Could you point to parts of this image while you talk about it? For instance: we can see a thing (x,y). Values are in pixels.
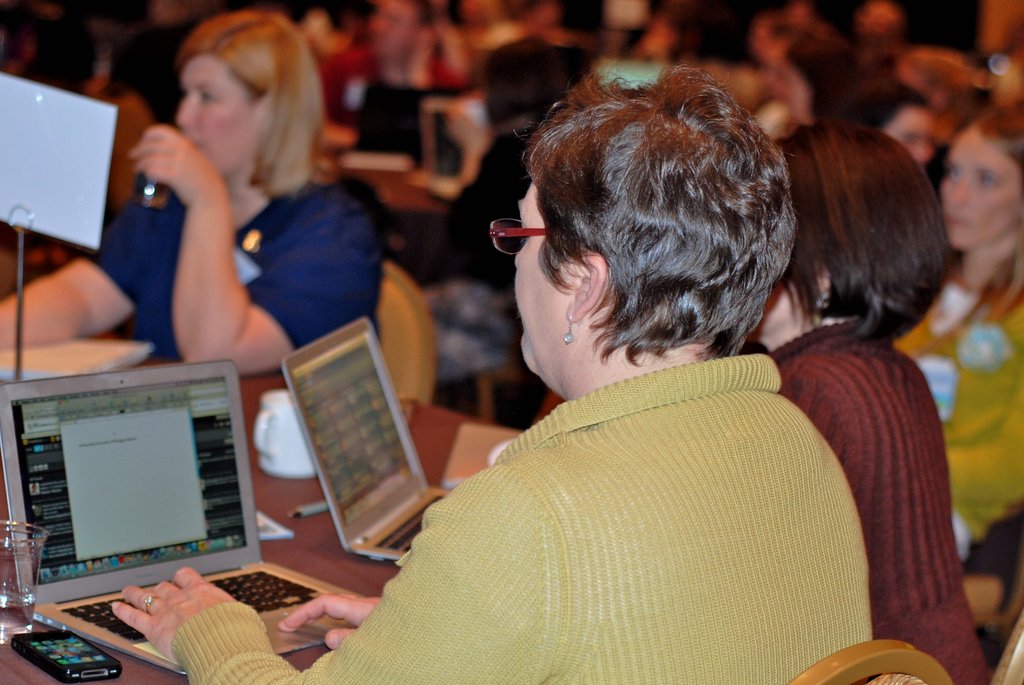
In this picture we can see a group of people (972,403) sitting on chairs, laptops (371,399), cup (268,431), glass (2,557), mobile (53,658), pen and in the background (939,38) it is blurry.
